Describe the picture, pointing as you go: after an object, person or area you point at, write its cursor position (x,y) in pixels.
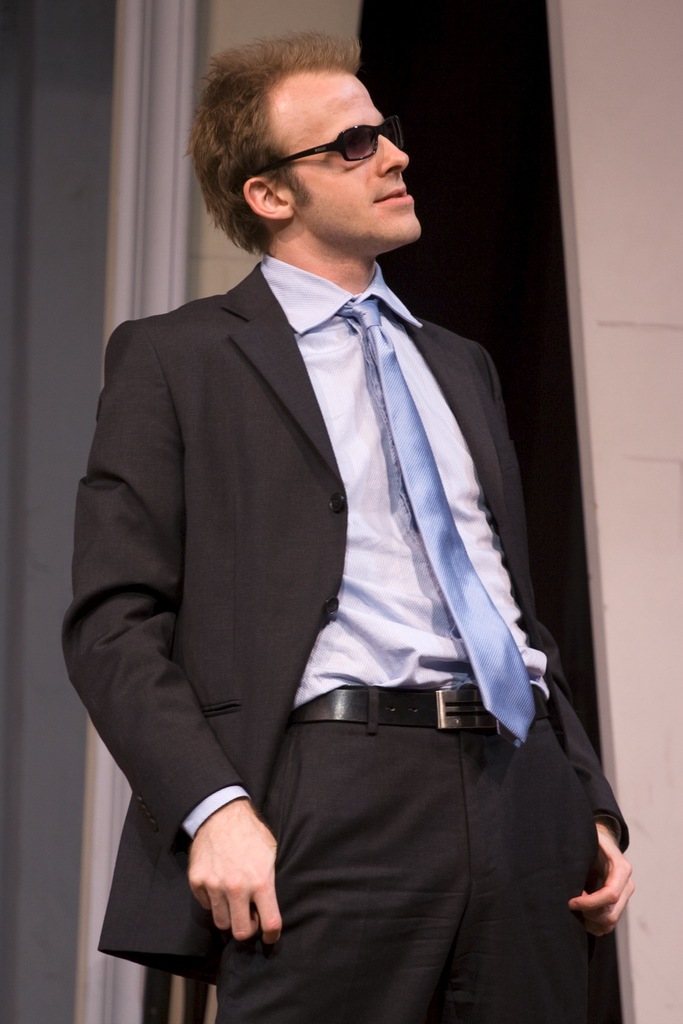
In this image there is a man (304,517) standing. He is wearing a suit (281,730) and spectacles (310,153). Behind him there is a wall (566,257).
